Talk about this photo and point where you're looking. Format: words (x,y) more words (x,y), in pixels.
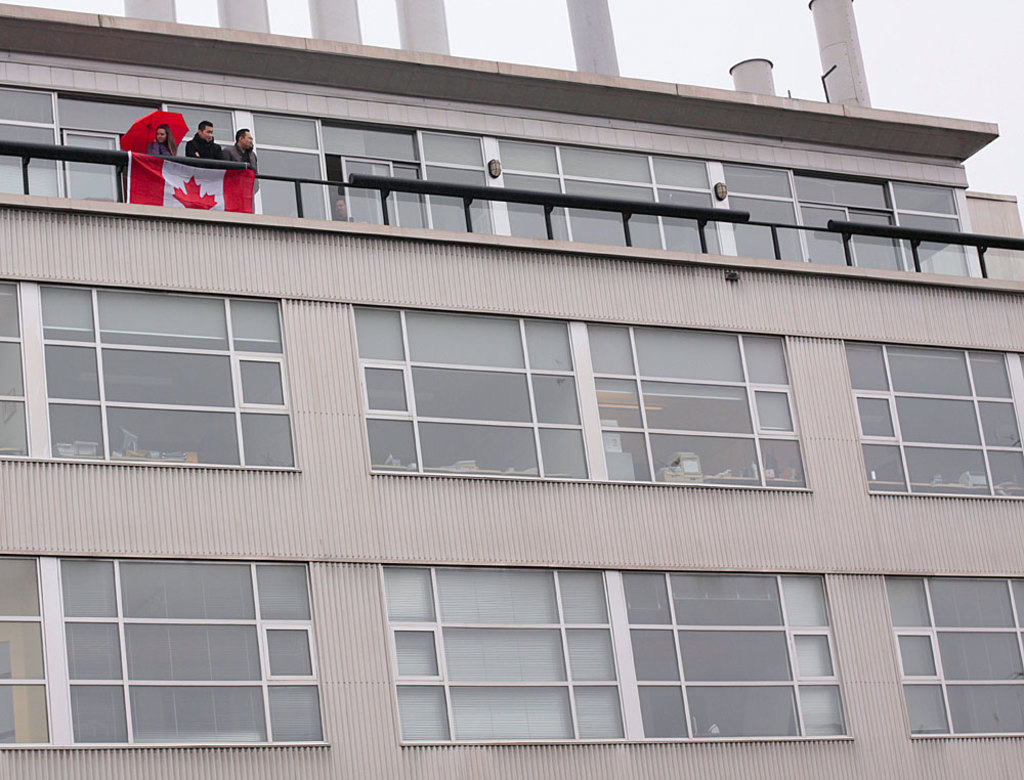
In this image we can see a building (421,263), there is a flag (211,184) to the railing (300,181) of the building (280,158) and there are a few people (211,151) standing on the building (553,238), a person (161,134) is holding an umbrella (163,119) and through the glass window (733,454) we can see few objects (681,467) inside the building (528,455) and the sky (726,51) in the background (760,29).
